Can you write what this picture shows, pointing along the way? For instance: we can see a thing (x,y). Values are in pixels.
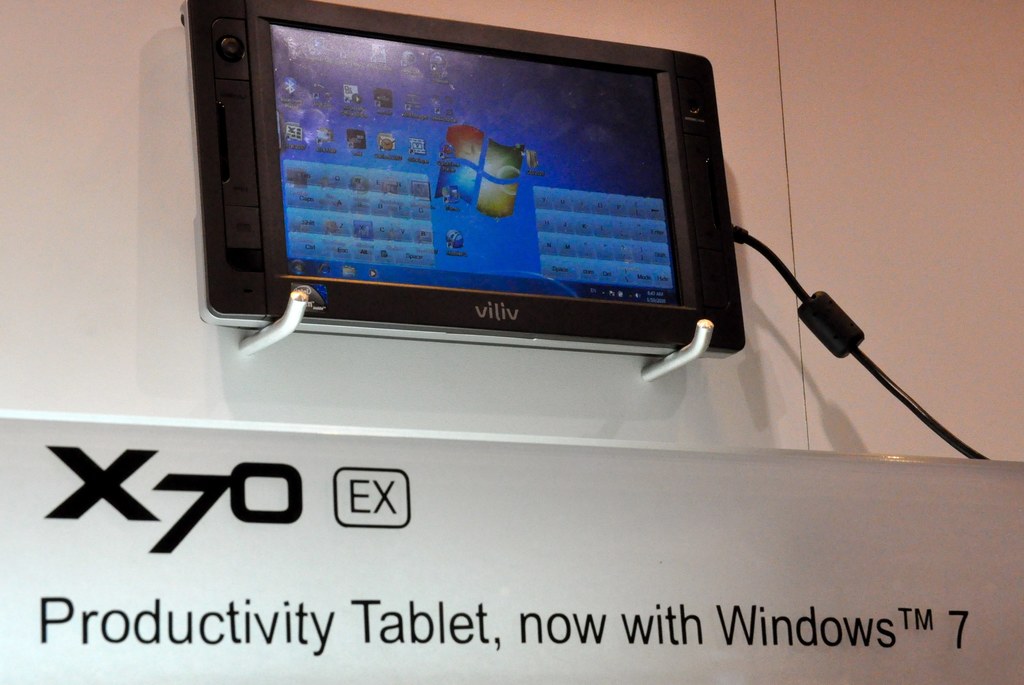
In this image I can see an electronic gadget (435,162) to the wall (955,334). To the right (759,249) I can see the wire (833,304). In the front (367,507) there is a board (379,528).
